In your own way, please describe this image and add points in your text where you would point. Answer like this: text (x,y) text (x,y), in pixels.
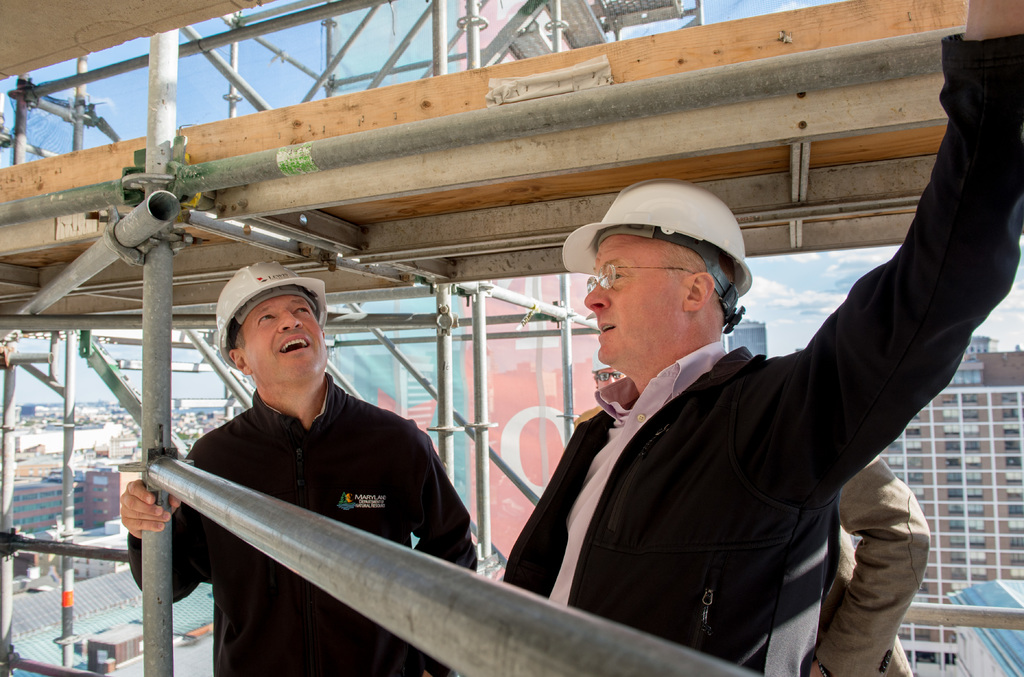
This image consists of three men (631,565). In the front (644,629), the two men (592,596) are wearing black jackets (403,495) and white helmets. In the background (1002,422), there are many buildings (1008,437). In the front (260,537), we can see the iron rods (212,323). At the top (276,89), there is sky (255,80).
